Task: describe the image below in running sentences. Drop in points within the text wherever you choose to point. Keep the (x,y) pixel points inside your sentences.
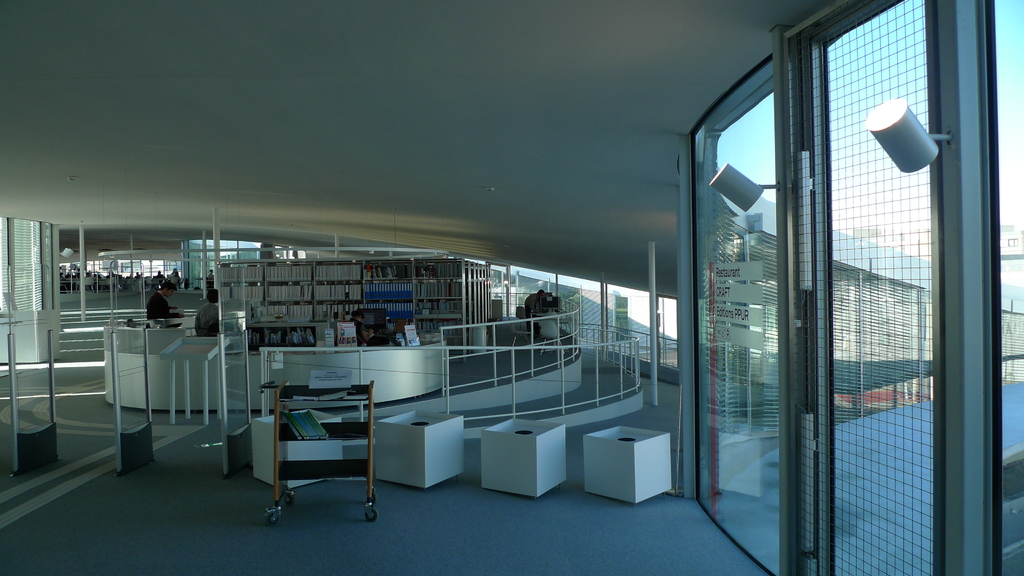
It looks like a library (434,302), there are a lot of books (398,291) kept in each shelf (359,281) of the cupboard (437,289) and in front of that there is a table (345,354) and on the table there is a computer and a person (357,340) is sitting in front of the computer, in the front there are total four stools (501,455) and beside that there is a door (714,261) and there are two lights (923,142) fixed to the door (832,242).
